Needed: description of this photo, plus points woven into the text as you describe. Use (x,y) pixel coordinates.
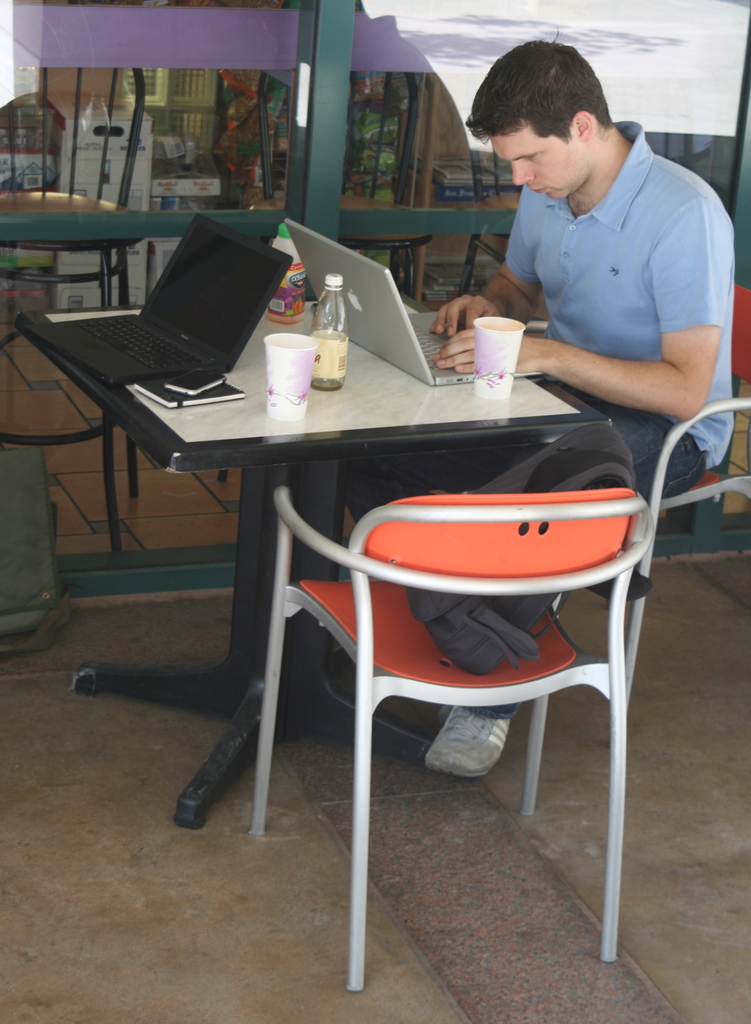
In this picture there is a man (669,381) sitting on a chair (693,427) and looking into the laptop (438,349). There is a cup (485,394), bottle (328,350), phone (200,385) on the table (187,467).
